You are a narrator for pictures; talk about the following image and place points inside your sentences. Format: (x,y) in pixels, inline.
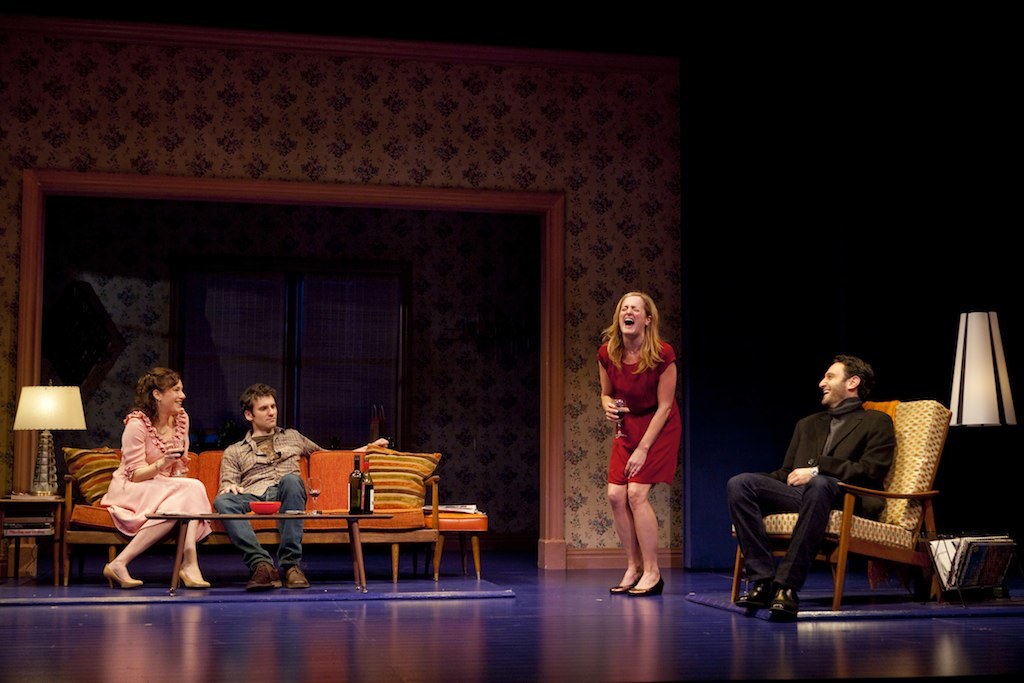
In this picture I can see a person (779,487) sitting on the chair (787,517) on the right side (780,500). I can see a person (606,406) holding wine glass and standing on the surface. I can see two people (289,551) sitting on the sofa (197,465). I can see bottles (360,511) on the table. I can see table lamps (977,392) on the both left and right sides.
